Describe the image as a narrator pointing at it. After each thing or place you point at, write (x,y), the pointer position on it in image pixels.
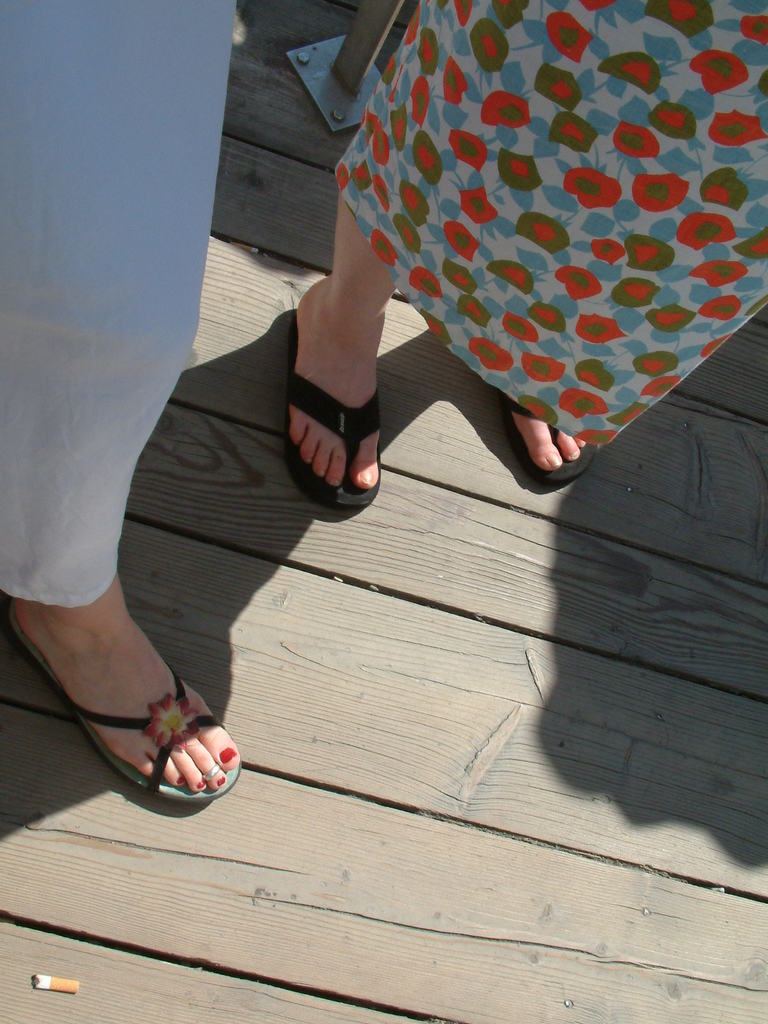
In this image, we can see three human legs (359,315) with footwears (516,414) on the wooden floor (450,781). At the bottom of the image (62,986), we can see a cigarette (61,982). Top of the image (342,95), there is an iron stand (352,80).
